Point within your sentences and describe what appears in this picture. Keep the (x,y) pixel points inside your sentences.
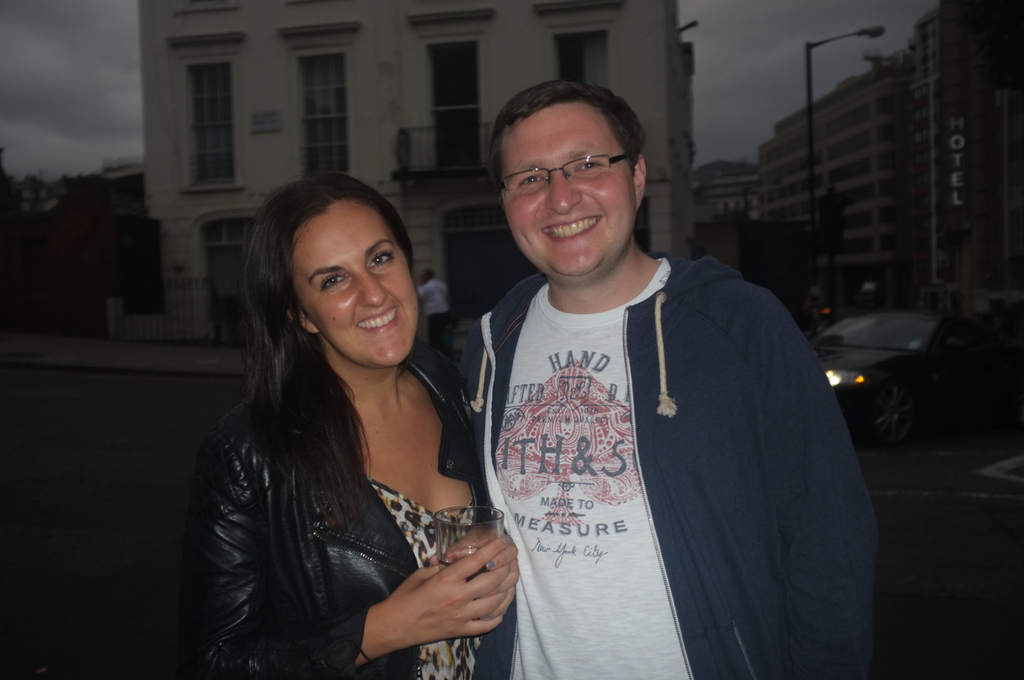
In this image, there is an outside view. There are two persons (625,403) wearing clothes (605,407) and standing in front of the building (229,183). There is a car (905,334) and building (895,200) on the right side of the image (939,303).
